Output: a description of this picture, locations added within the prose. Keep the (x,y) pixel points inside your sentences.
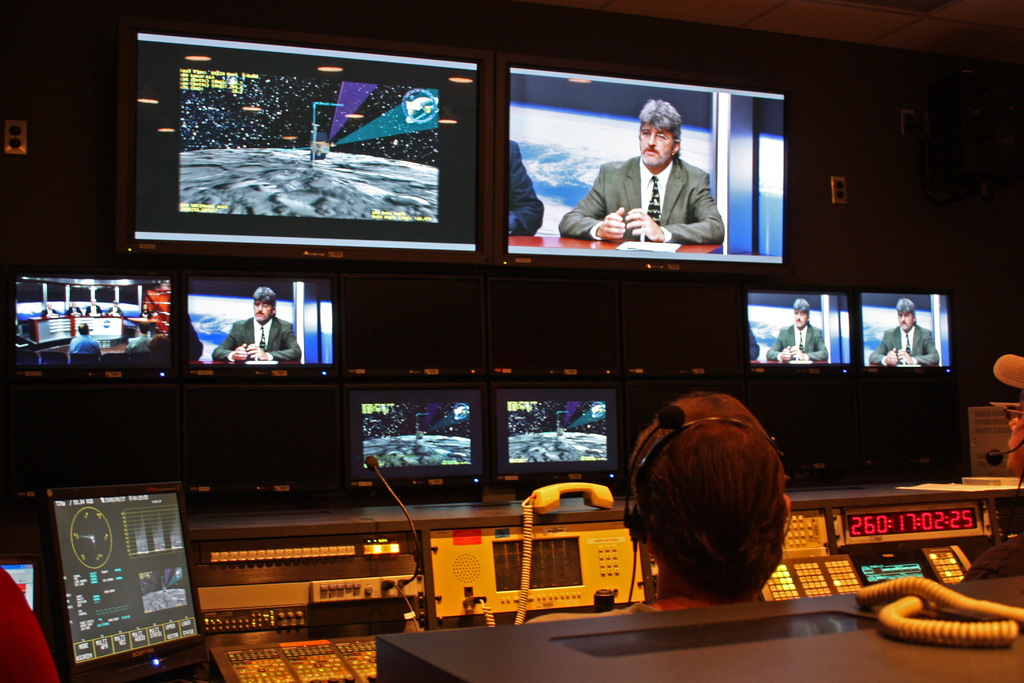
At the bottom of the picture (716,526), the man (648,532) is sitting on the chair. Behind him, we see a box (628,656) in black color. In front of him, we see a telephone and electronic equipment (361,589). In front of him, we see monitor screens (230,345) which is displaying the man (246,354) who is sitting on the chair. In front of him, we see a table (530,242) on which paper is placed. In the background (484,470), it is black in color. This picture is clicked in the broadcast control room (398,302).
